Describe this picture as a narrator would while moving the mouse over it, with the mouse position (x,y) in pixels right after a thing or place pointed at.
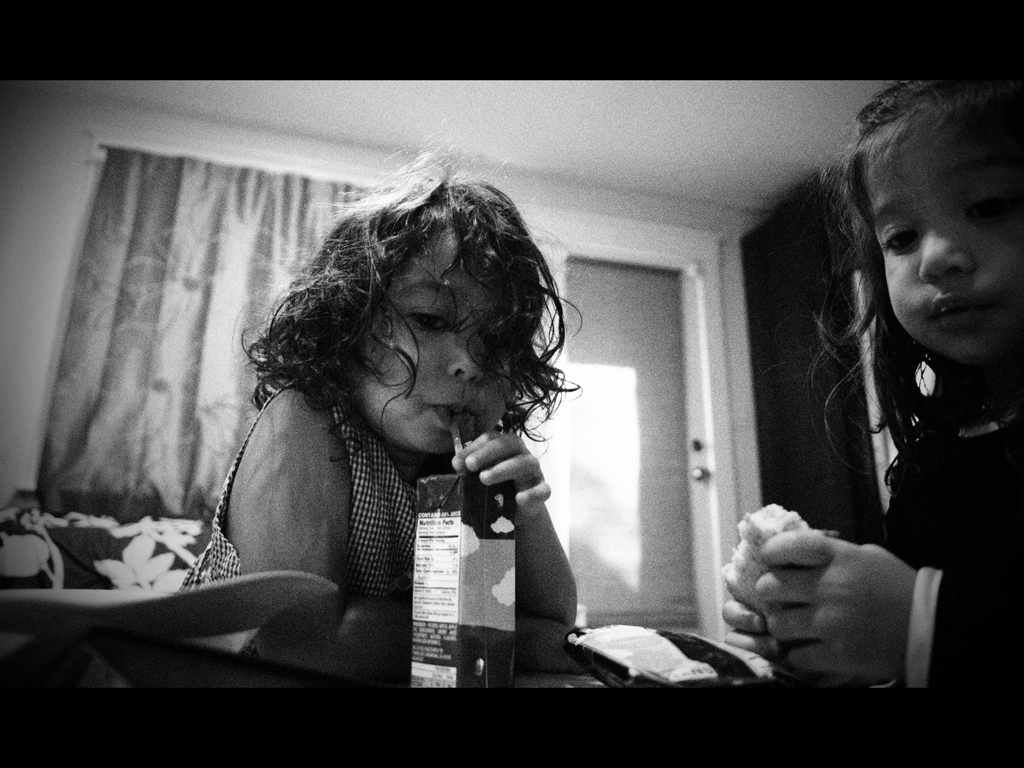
In the center of the image (400,455) we can see a girl (414,370) holding a carton (462,549) and drinking, next to her there is another girl (927,597) holding some food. At the bottom (671,678) there is a table (610,681) and we can see some objects (623,660) placed on the table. In the background (118,589) there is a cloth (138,522), curtain (167,441) and a door (591,551).
